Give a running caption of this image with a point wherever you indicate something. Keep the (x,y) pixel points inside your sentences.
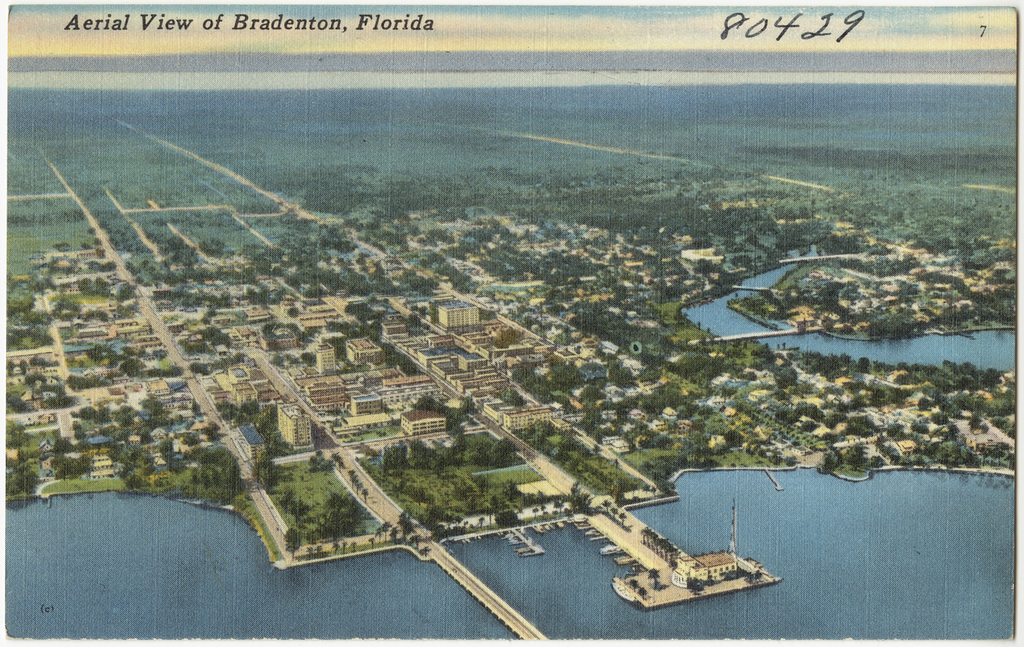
In this image, in the middle (623,346) there are buildings (477,378), trees (354,519), grass (282,489), water (871,566). At the top (107,28) there is a text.
